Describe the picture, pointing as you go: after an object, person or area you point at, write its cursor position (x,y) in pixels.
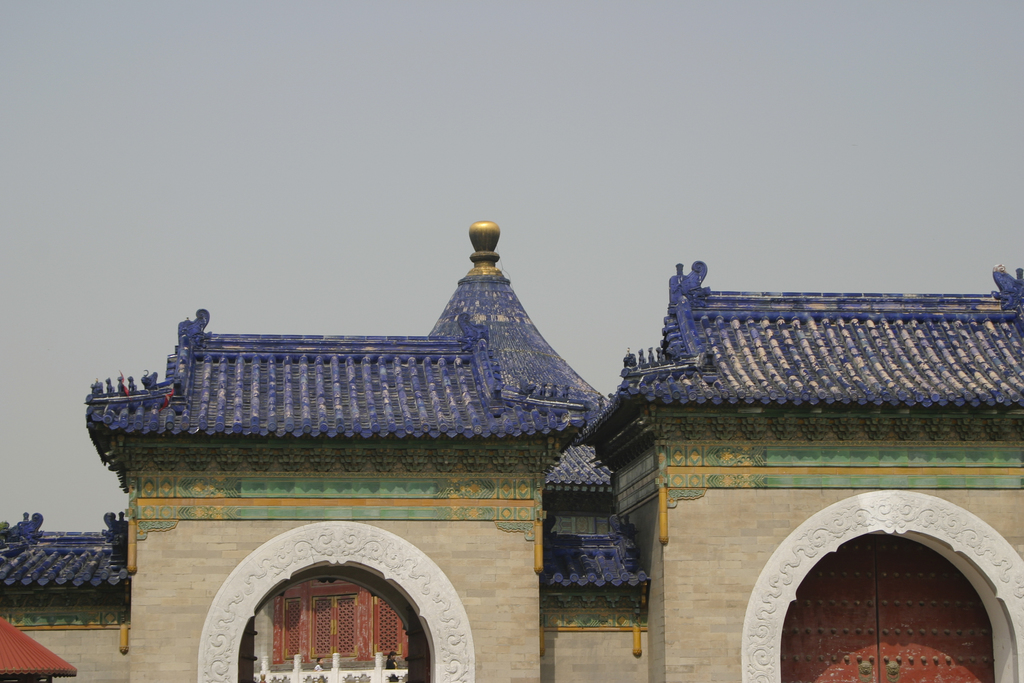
There are buildings (82,552) having violet color roofs (767,322). On the left side (20,649), there is a red color roof (44,653). In the background (28,228), there is sky (733,125).
